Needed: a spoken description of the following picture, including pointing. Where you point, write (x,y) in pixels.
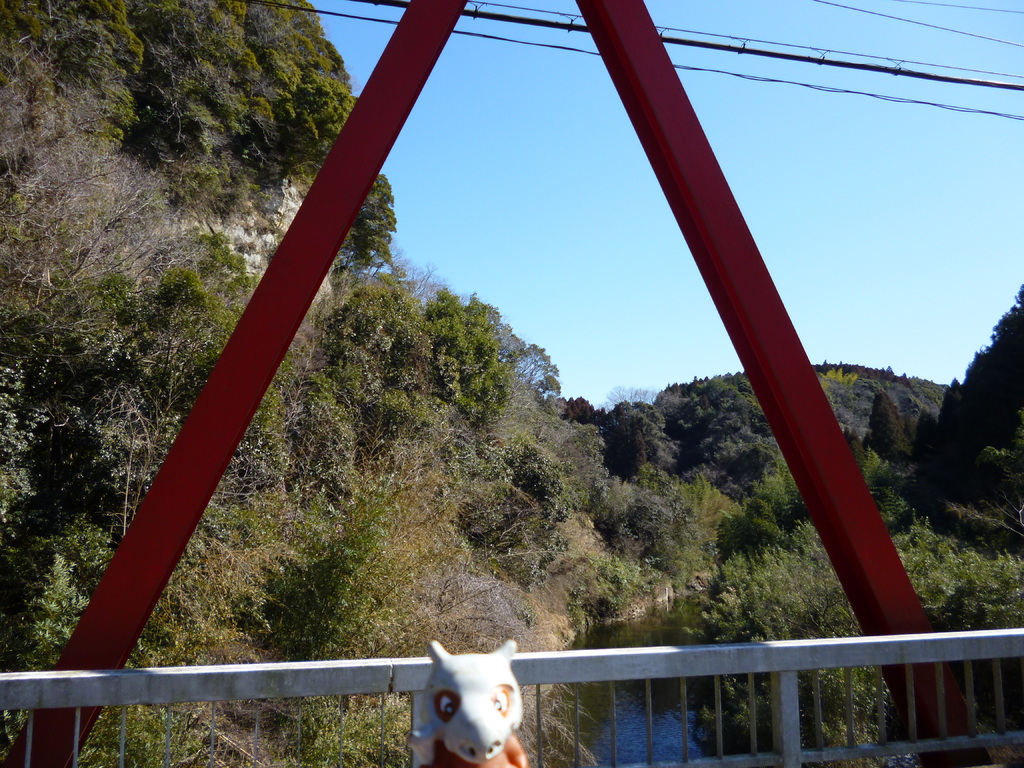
In the picture we can see a part of the railing (815,752) to the bridge (973,754) and near it, we can see a small doll (518,699) and behind it, we can see many trees (354,352) and to the bottom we can see some water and in the background (808,150) we can see the sky (670,233).
